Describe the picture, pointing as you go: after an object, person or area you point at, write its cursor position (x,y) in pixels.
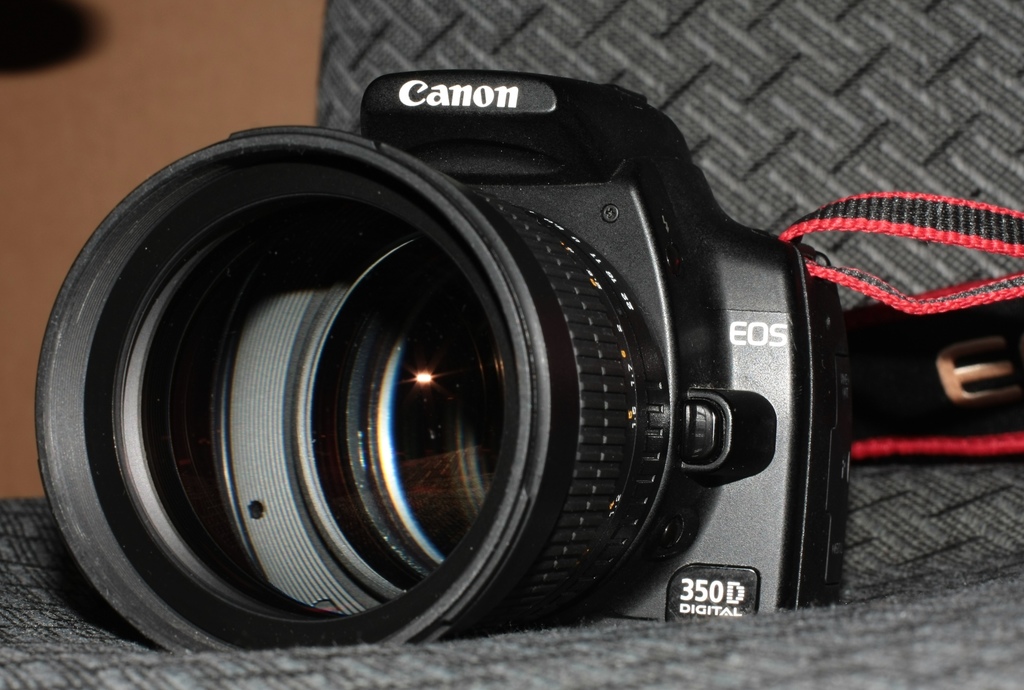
Here there is black color camera (667,404).
